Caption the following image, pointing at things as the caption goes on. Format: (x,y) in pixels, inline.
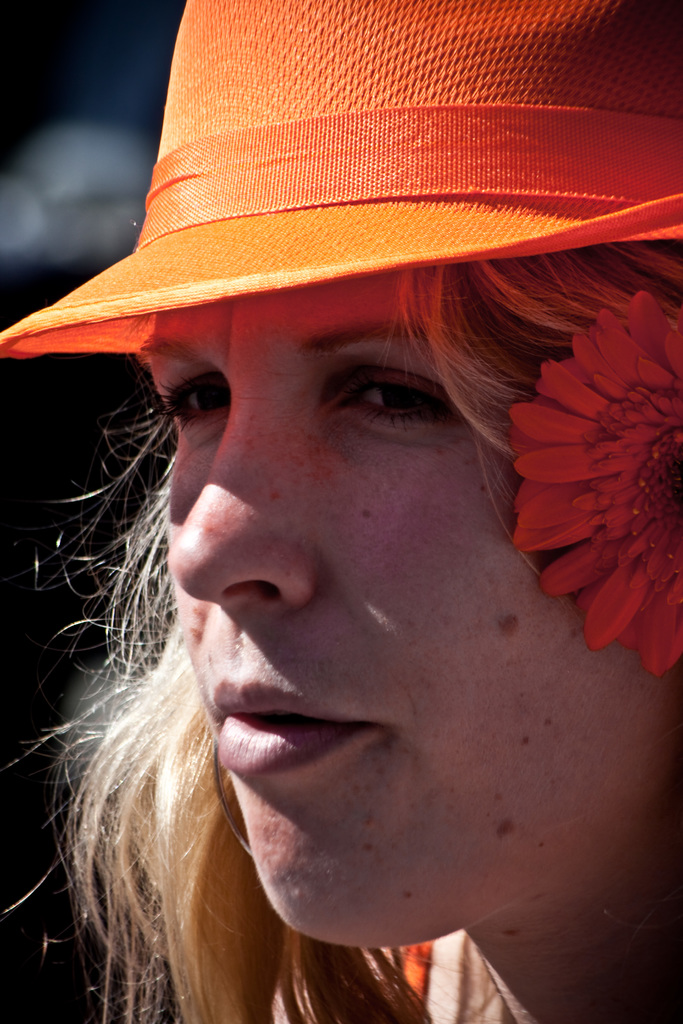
In the image there is a lady face (236,718) with an orange flower (588,458) and an orange hat (372,157) on her head (524,883). There is a black color background (46,379).
